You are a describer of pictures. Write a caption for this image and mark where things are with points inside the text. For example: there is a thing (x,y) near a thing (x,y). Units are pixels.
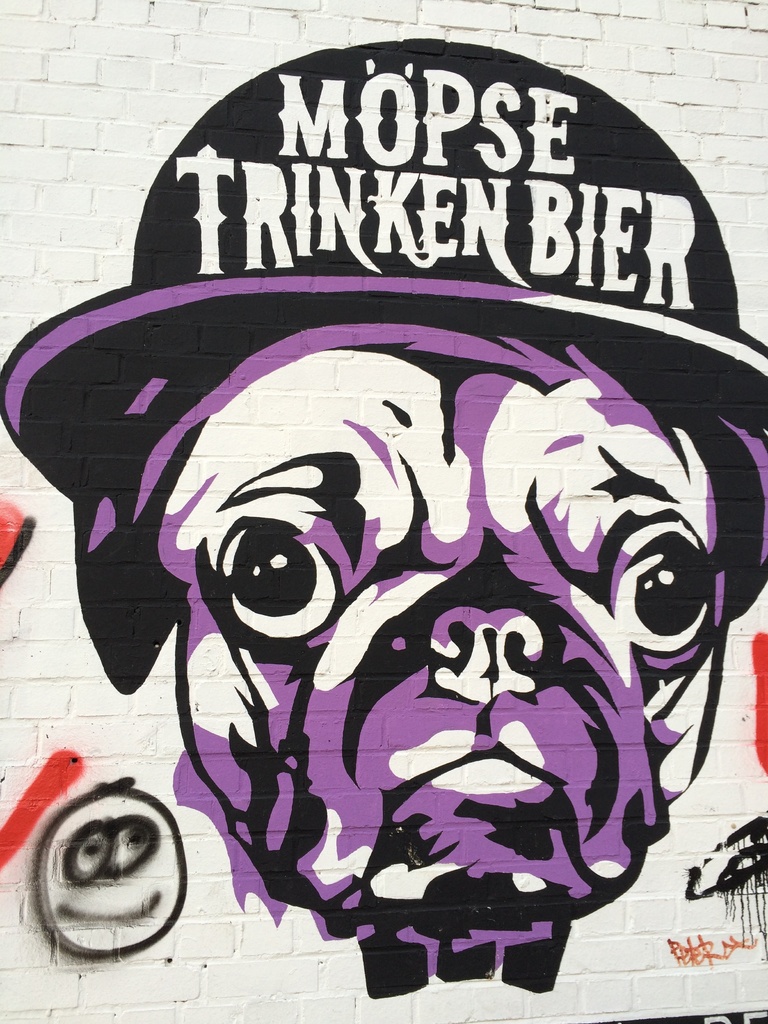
In the foreground of this image (317,345), there are graffiti paintings (221,692) on a wall (112,224).
